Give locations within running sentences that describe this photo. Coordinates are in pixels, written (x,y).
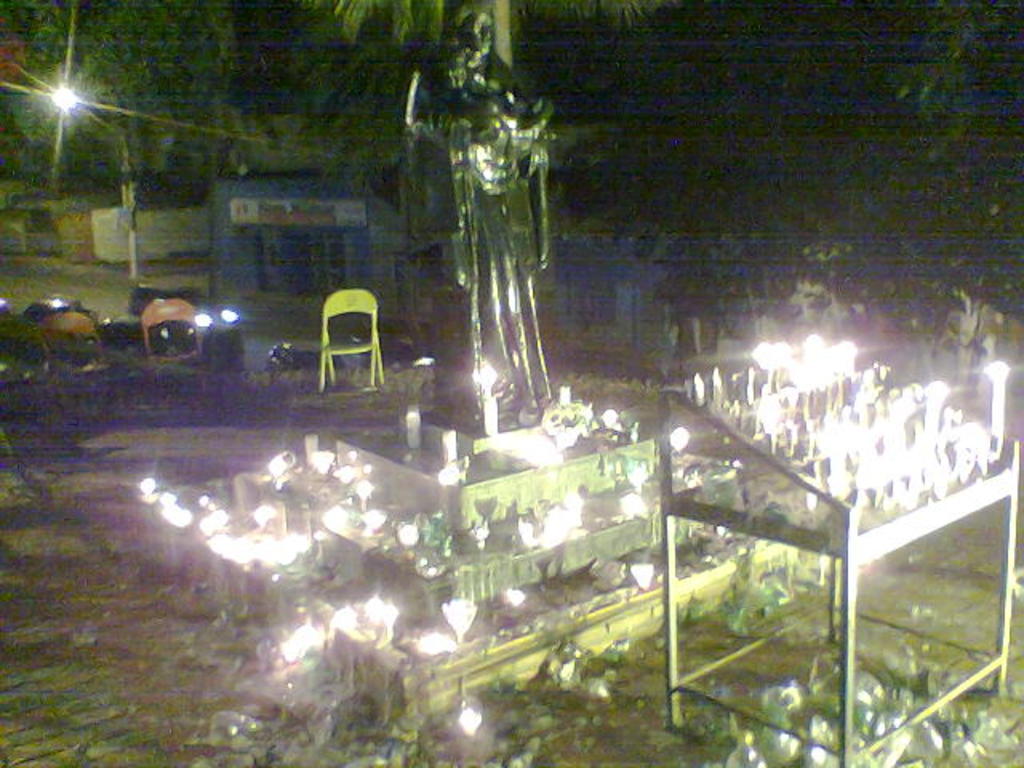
On the right side of the image (863,511) there is a table (817,538). On top of it there are candle lights (833,474). Behind the table (665,464) there is a statue (489,373). In front of the statue (492,260) there are lights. Behind the statue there are chairs (355,349). In the background of the image (285,243) there are buildings (388,215), trees (219,121) and there is a street light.
